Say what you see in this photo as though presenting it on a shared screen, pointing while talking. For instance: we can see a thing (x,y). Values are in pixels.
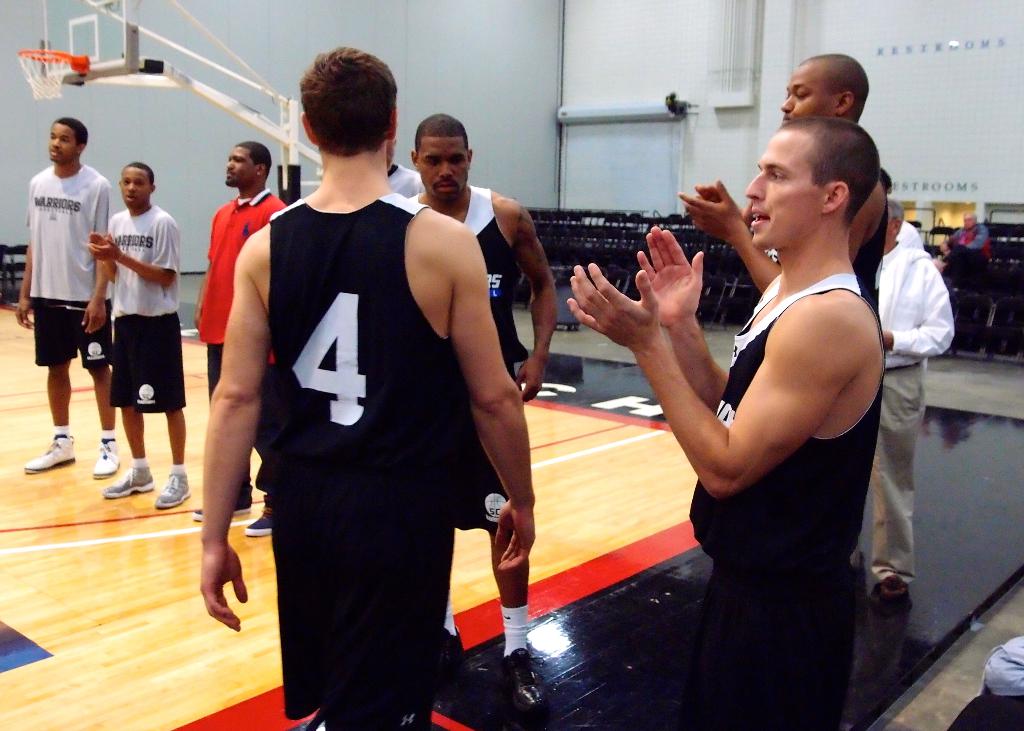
In the foreground of this image (238,477), there are four men (603,314) in black T shirts (862,518) are standing on the basketball court (651,647). On the right (802,325), the two men (815,315) are clapping their hands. In the background (883,304), there are few persons (221,245) standing on the court (150,519), a basket ball pole (219,105), wall (569,38) and the black chairs (597,240).
